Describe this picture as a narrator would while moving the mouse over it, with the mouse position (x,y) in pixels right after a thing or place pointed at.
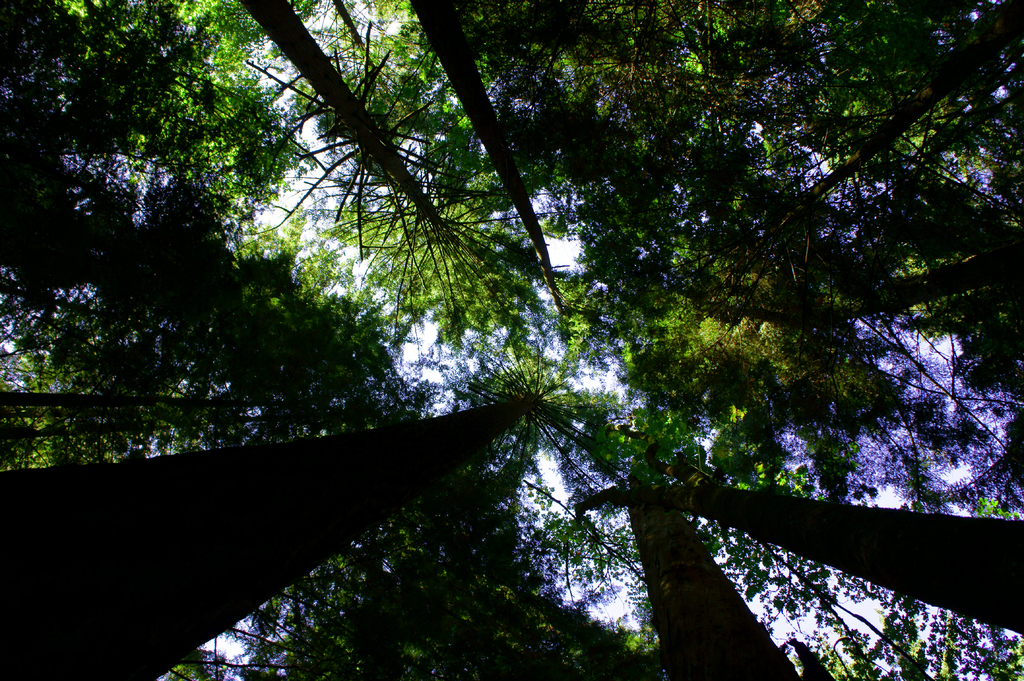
In this image we can see many trees (703,170). Some part of sky (581,242) is also visible in this image.
